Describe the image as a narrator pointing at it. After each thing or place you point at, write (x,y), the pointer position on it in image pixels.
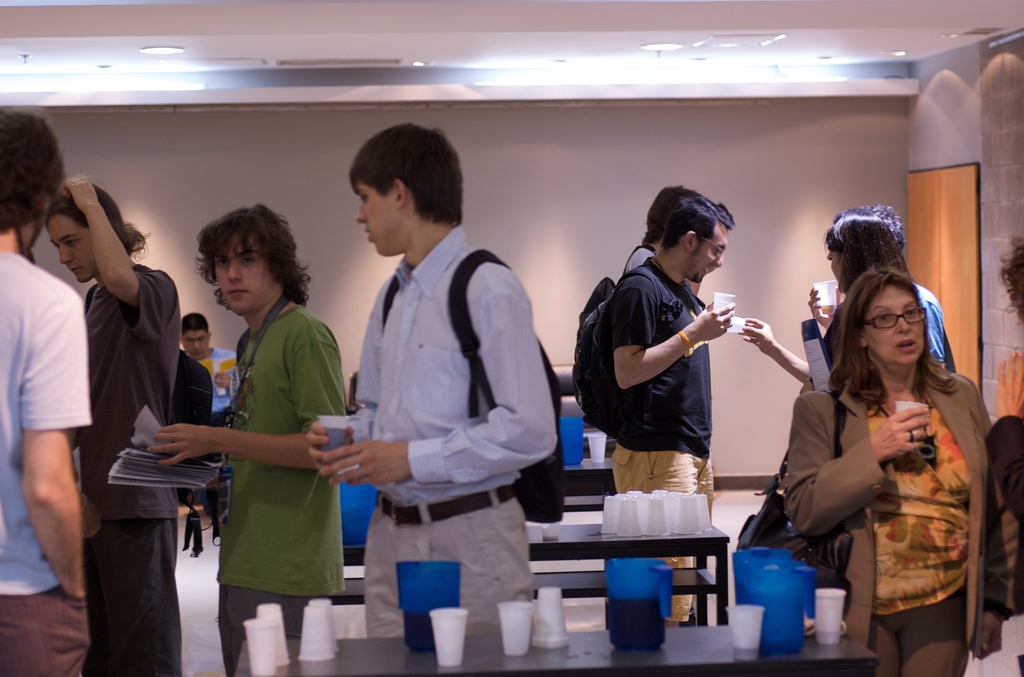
As we can see in the image there are few people (529,371) here and there, tables (563,555) and jugs (436,587). On table (595,656) there are glasses (547,532).
